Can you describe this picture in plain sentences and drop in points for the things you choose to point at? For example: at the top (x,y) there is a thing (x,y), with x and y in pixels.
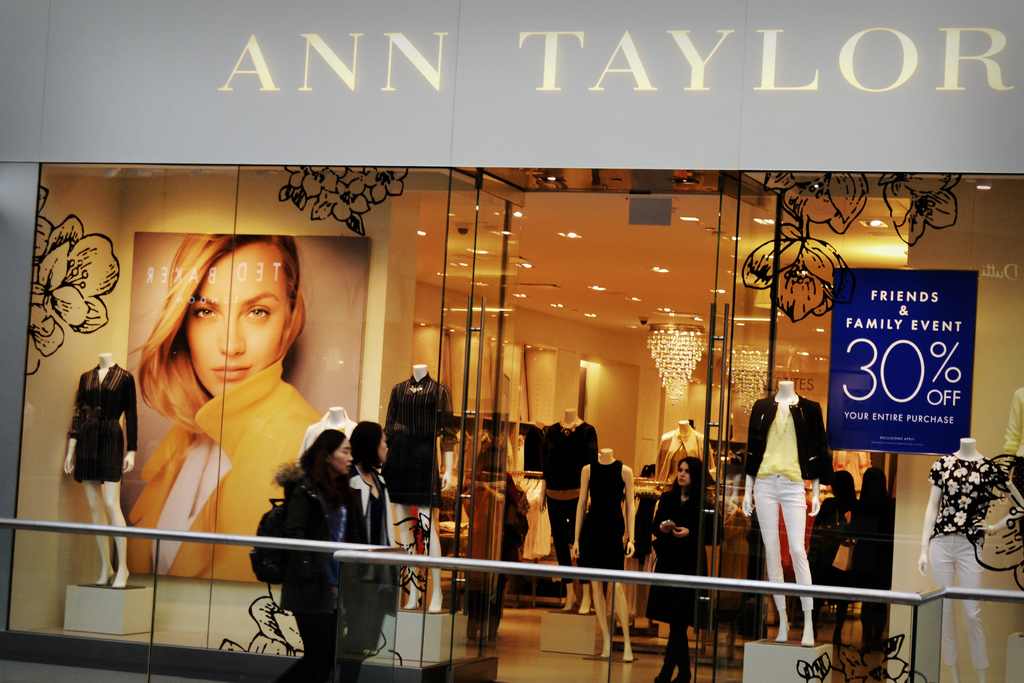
In this picture we can see people (307,566) on the floor (529,616), here we can see mannequins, clothes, lights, wall (550,391) and some objects (549,620).
